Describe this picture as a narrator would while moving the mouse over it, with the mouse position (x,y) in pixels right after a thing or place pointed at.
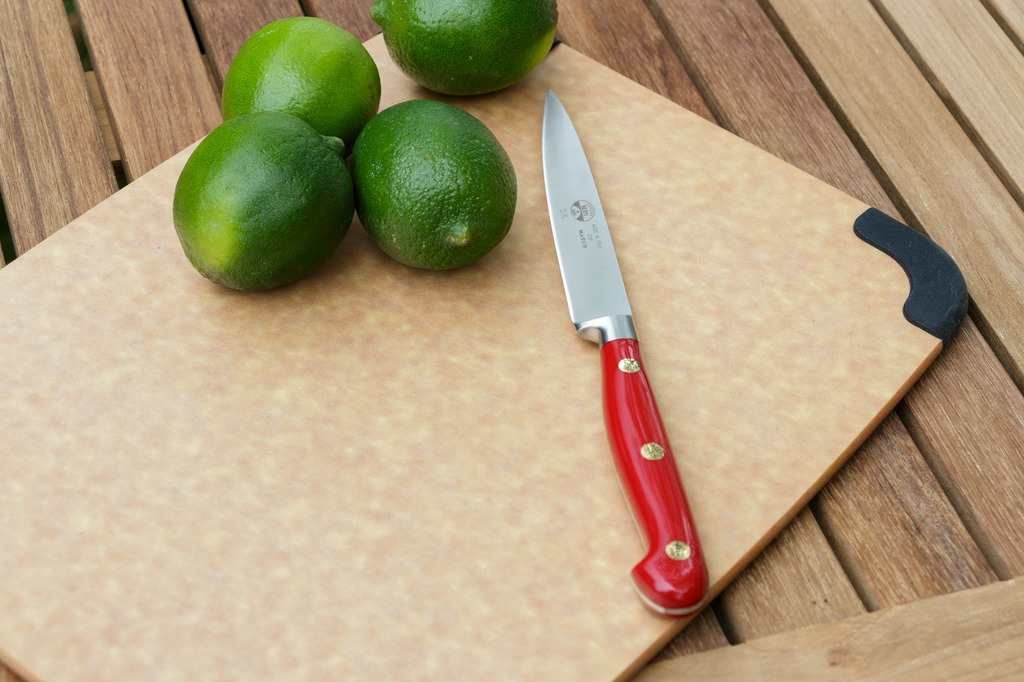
In this image, we can see a chopping board (798,447), on that there is a red color knife (637,438) kept, there are some green color lemons (499,220) on the chopping board (394,67).
